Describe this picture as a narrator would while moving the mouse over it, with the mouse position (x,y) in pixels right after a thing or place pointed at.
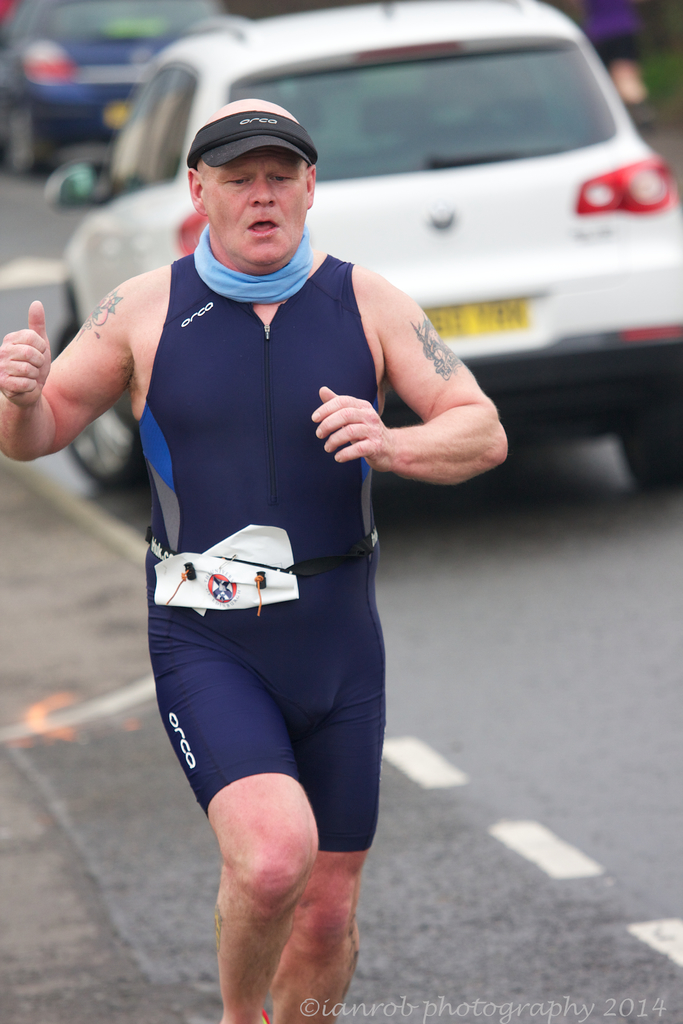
In this picture there is a man (65,365) who is running on the left side of the image (225,233) and there are cars (495,65) in the background area of the image (282,88).
